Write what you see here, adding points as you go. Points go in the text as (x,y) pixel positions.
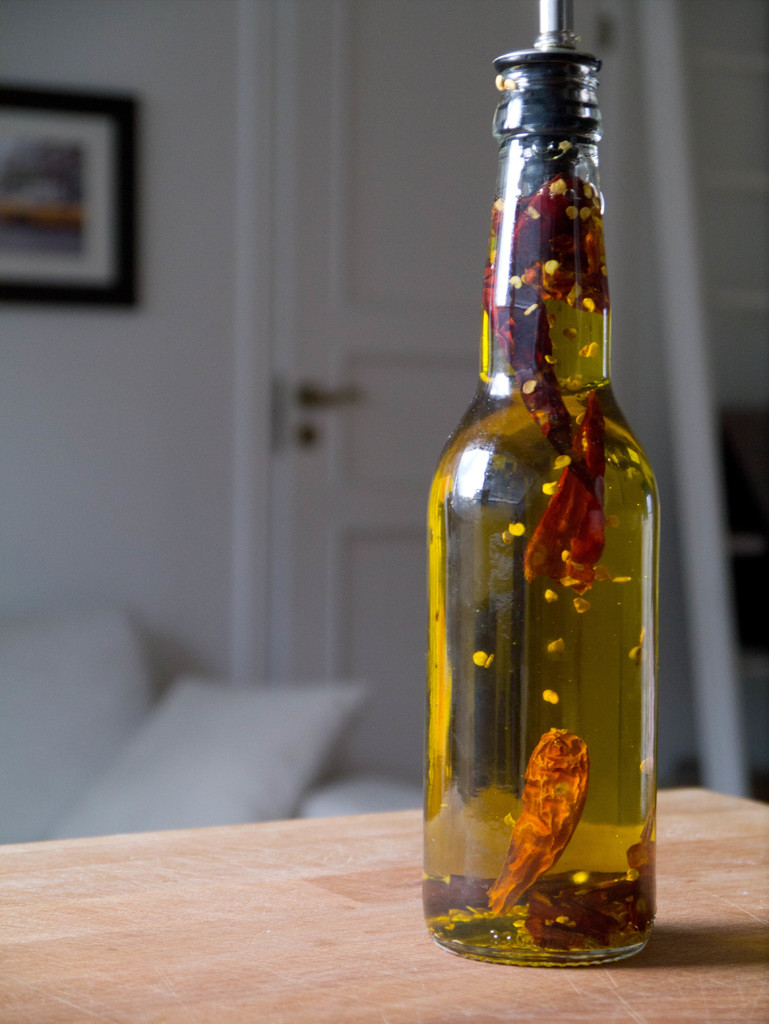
In this picture we can see a bottle (473,642) with full of liquid (502,549) in it, and the bottle (481,762) is on the table (335,893), in the background (242,796) we can see a sofa (107,718) and a photo frame (67,237).
